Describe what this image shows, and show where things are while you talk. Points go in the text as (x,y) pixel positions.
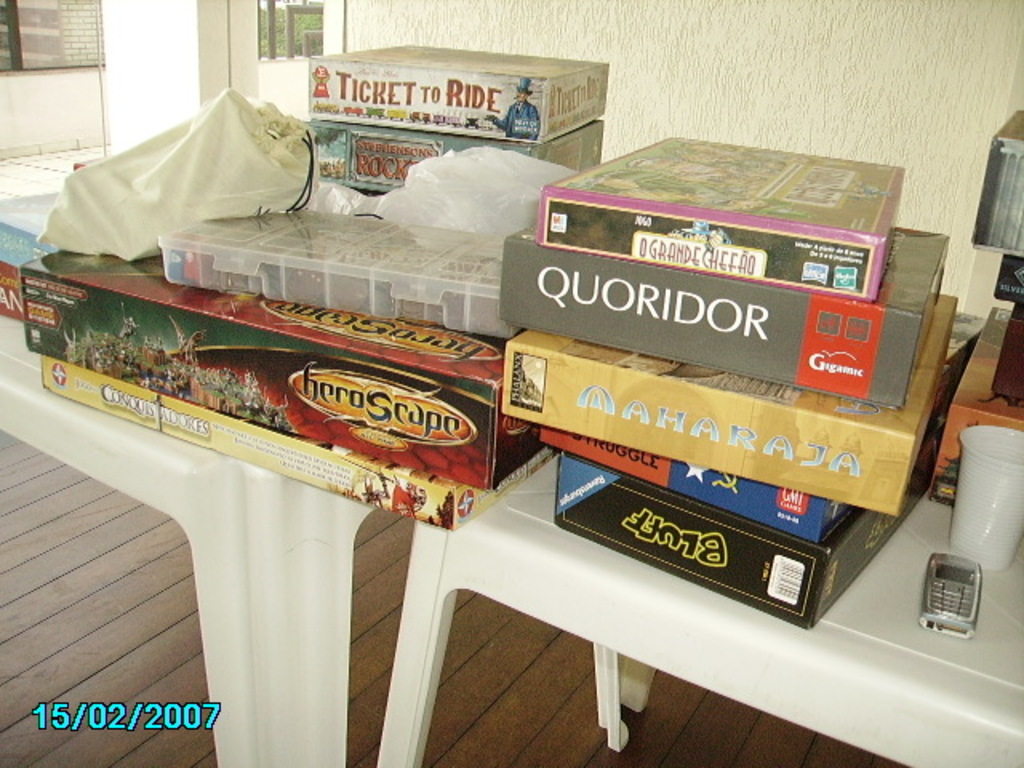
In this image I can see cardboard boxes (684,316), cell phone (959,612), disposal glasses (971,481) and cloth (226,187) on the table (592,584). In the background (628,42) there is a wall (851,80) and there are some trees (297,19).
